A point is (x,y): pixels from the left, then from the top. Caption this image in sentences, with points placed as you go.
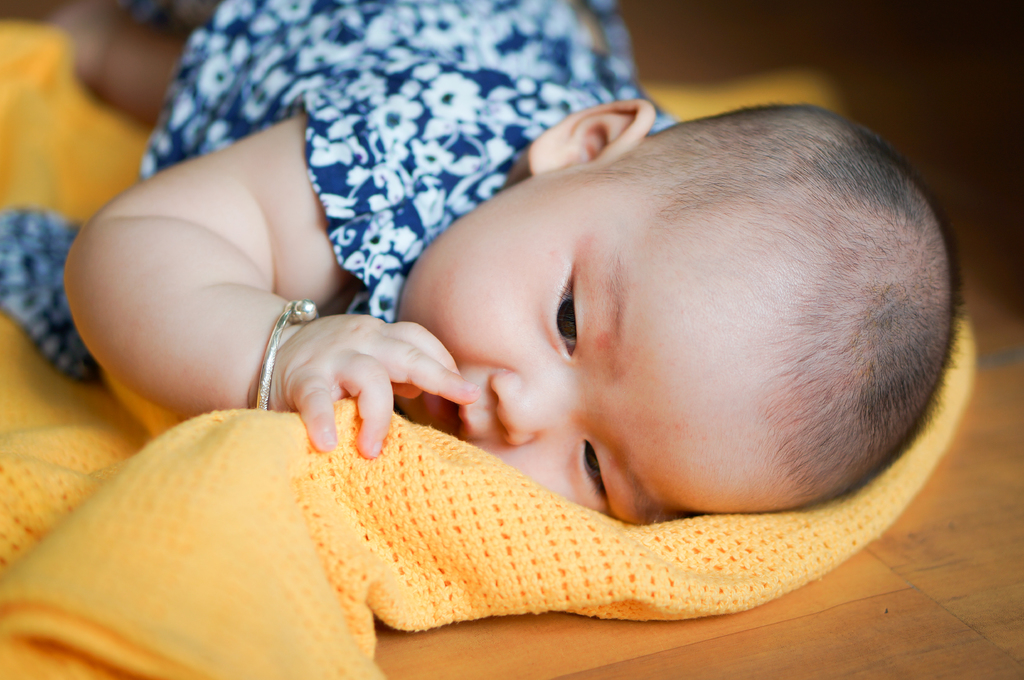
A baby (479,235) wearing bangle (294,316) is lying on a cloth (404,498) and it is on another surface (839,593).
